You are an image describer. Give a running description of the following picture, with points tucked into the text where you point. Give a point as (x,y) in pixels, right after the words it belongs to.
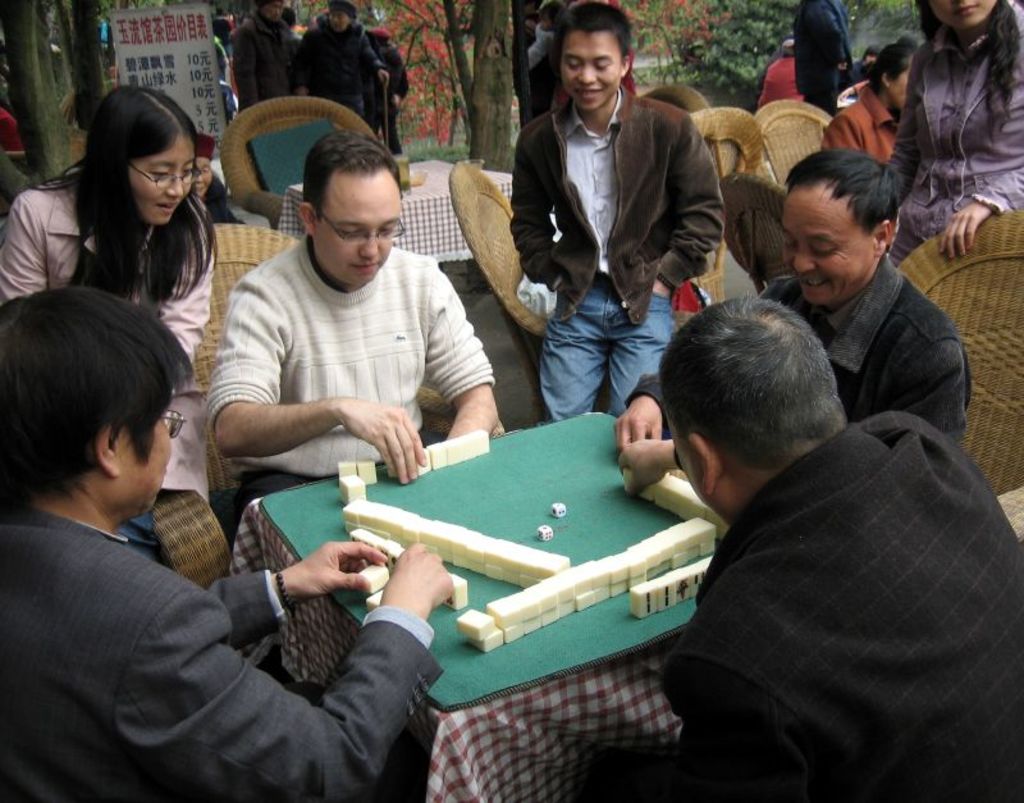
This is the picture of some people (450,287) sitting on the chairs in front of the table (536,545) on which there is a green mat (575,536) and something (565,574) placed on it.
